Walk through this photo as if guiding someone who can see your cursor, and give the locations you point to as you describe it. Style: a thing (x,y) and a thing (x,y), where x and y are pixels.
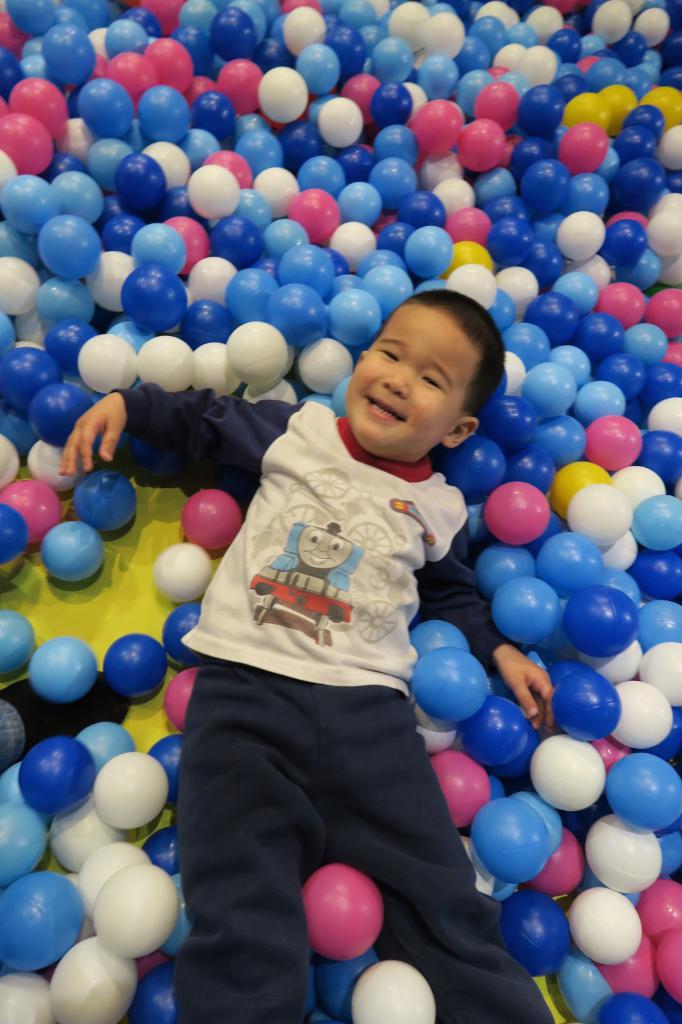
In the picture we can see a boy (380,525) lying on the surface (529,499) of colored balls (498,582) and he is smiling.
